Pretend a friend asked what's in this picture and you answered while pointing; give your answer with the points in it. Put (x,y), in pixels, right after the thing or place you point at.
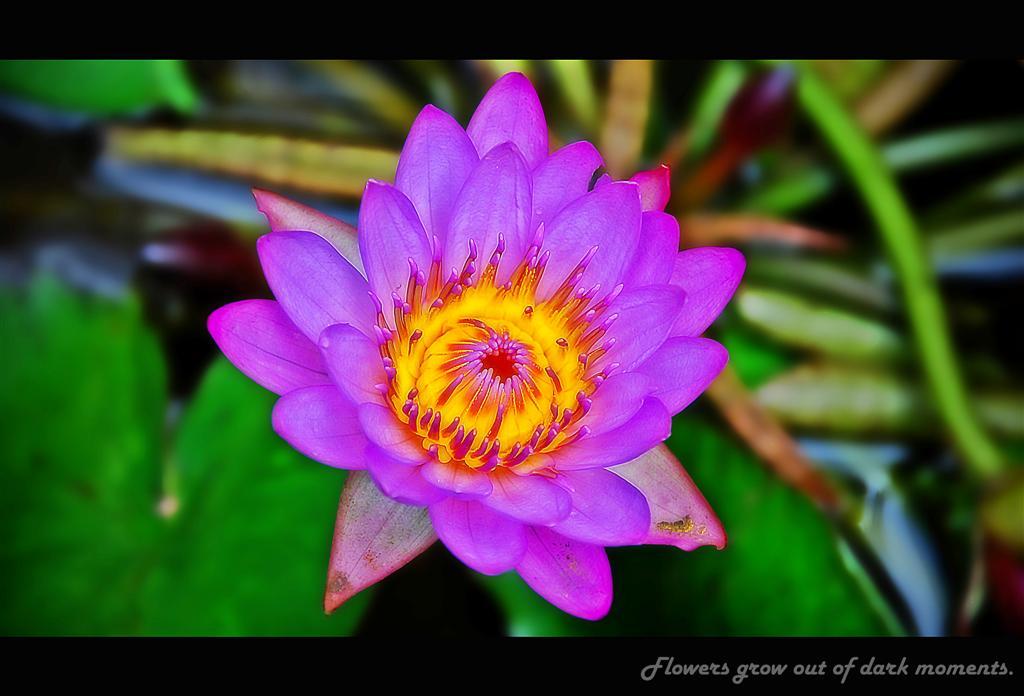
We can see flower (431,195). In the background (871,243) it is green. In the bottom right side of the image (800,672) we can see text (800,672).
